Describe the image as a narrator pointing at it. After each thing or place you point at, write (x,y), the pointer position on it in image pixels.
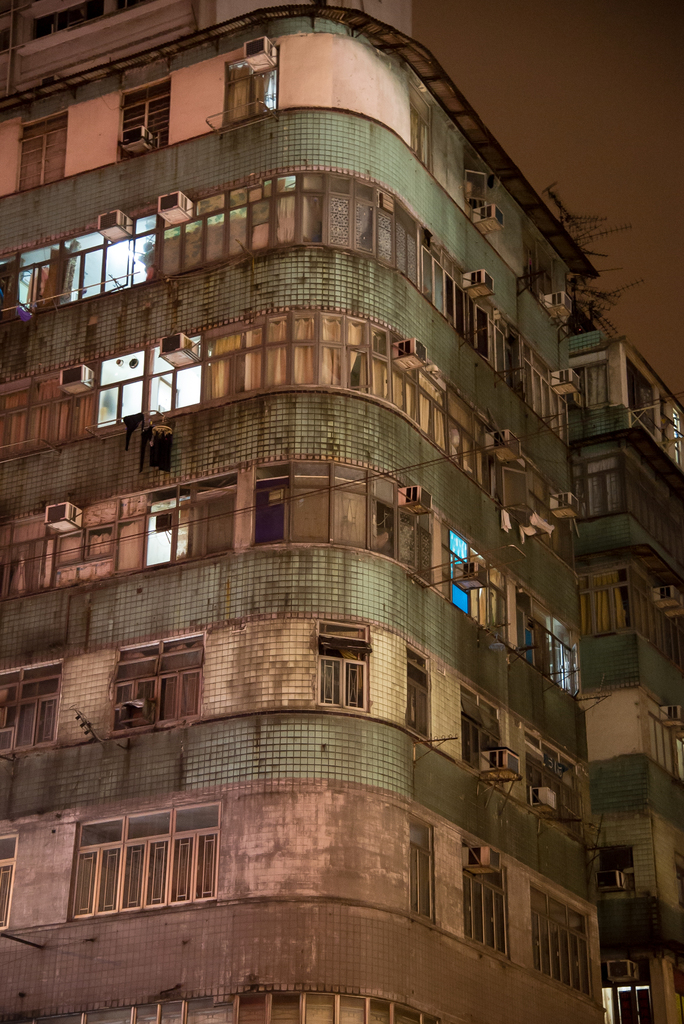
In the center of the image (356,535) there is a building (335,653). In the background (652,249) we can see sky (577,100).
